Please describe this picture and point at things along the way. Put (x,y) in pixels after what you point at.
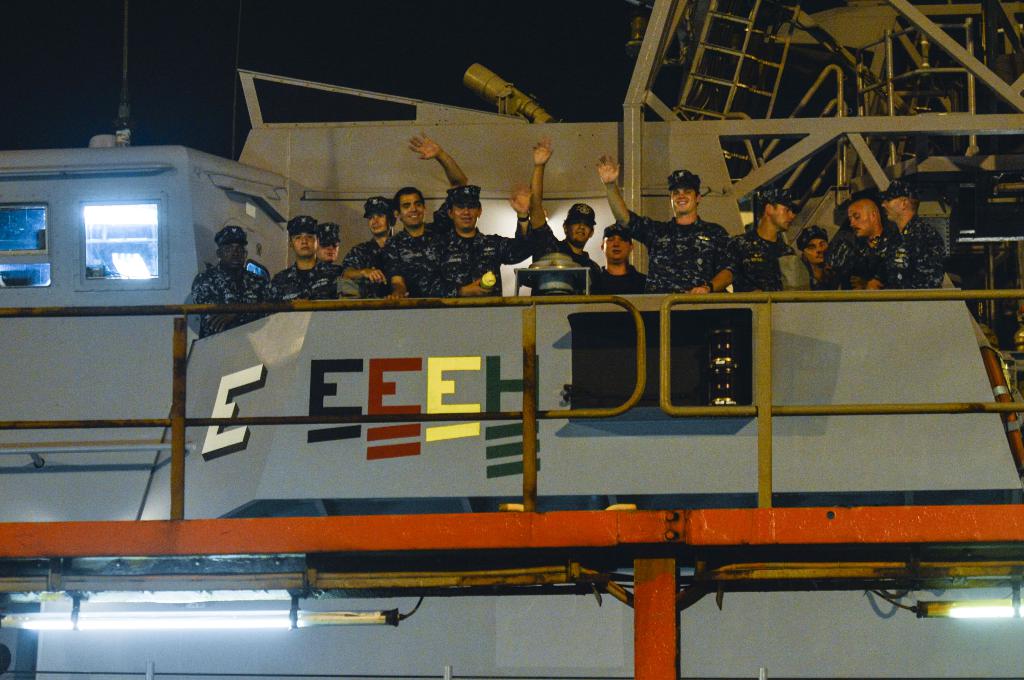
In this image I can see a ship (334,329) which is grey in color and few persons (343,270) wearing black color uniform (371,257) are standing on the ship (610,221). I can see the orange colored railing (528,525) and in the background (502,16) I can see the dark sky (385,72).
